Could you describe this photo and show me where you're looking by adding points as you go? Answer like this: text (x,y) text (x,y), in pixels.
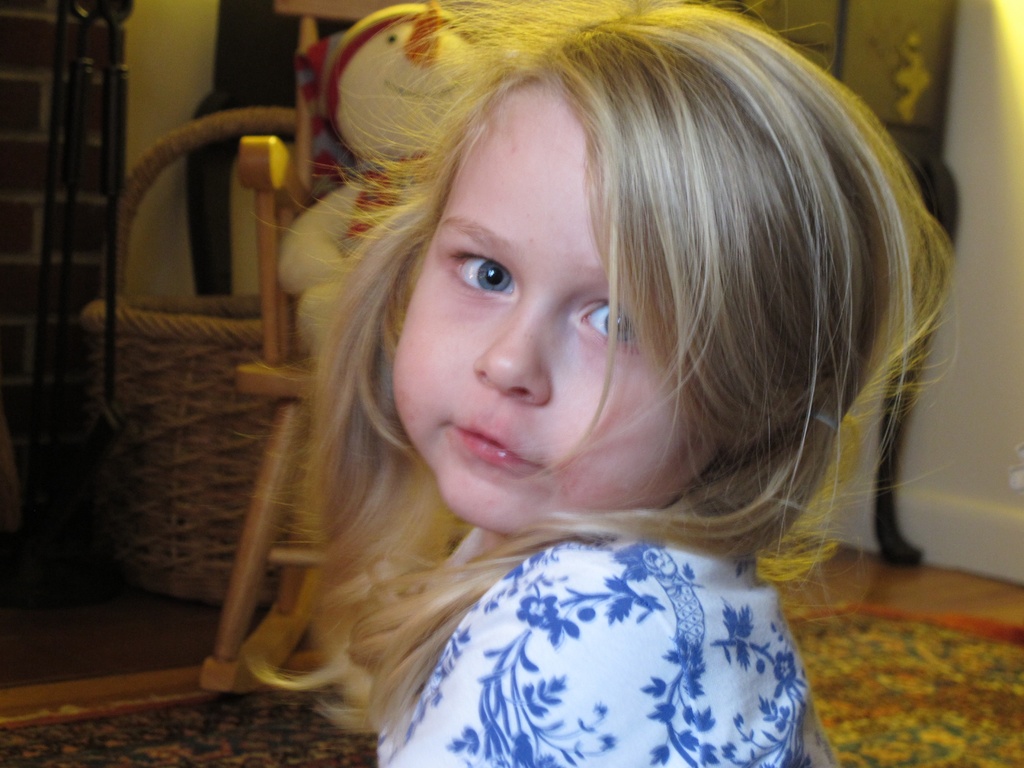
In the picture I can see a kid (586,396) wearing white and blue color dress (599,622) and there is a doll (389,120) placed on the chair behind her and there are some other objects (221,77) in the background (851,65).
